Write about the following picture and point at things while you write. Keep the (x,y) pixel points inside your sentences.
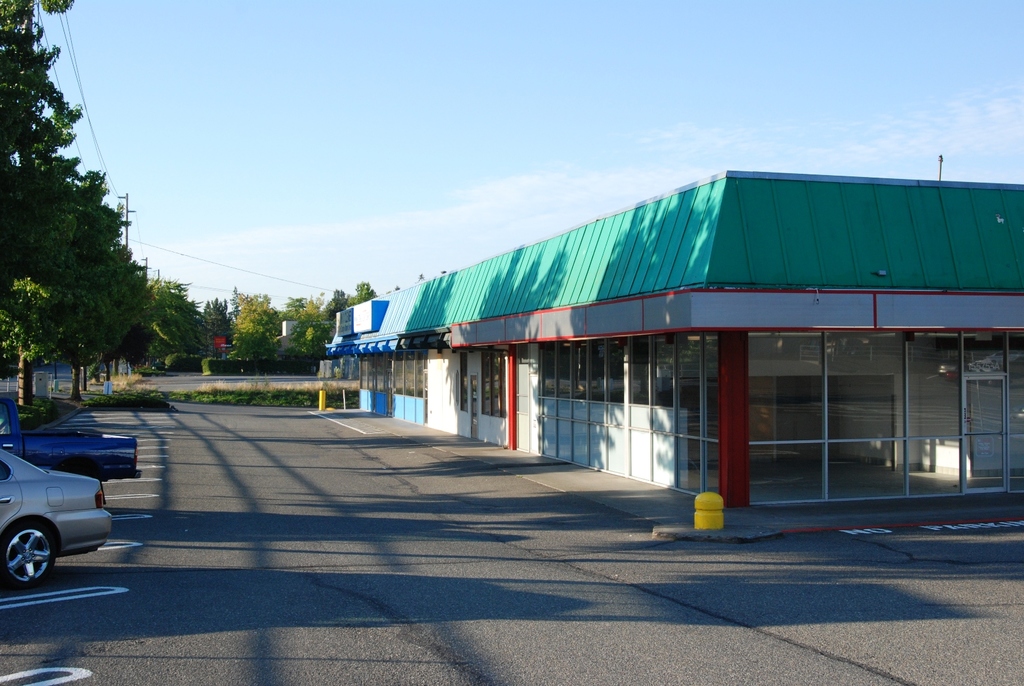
In this image we can see a building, there are some poles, trees (219,323), grass (275,385), wires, vehicles (94,532) and in the background (223,301), we can see the sky (88,162) with clouds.
